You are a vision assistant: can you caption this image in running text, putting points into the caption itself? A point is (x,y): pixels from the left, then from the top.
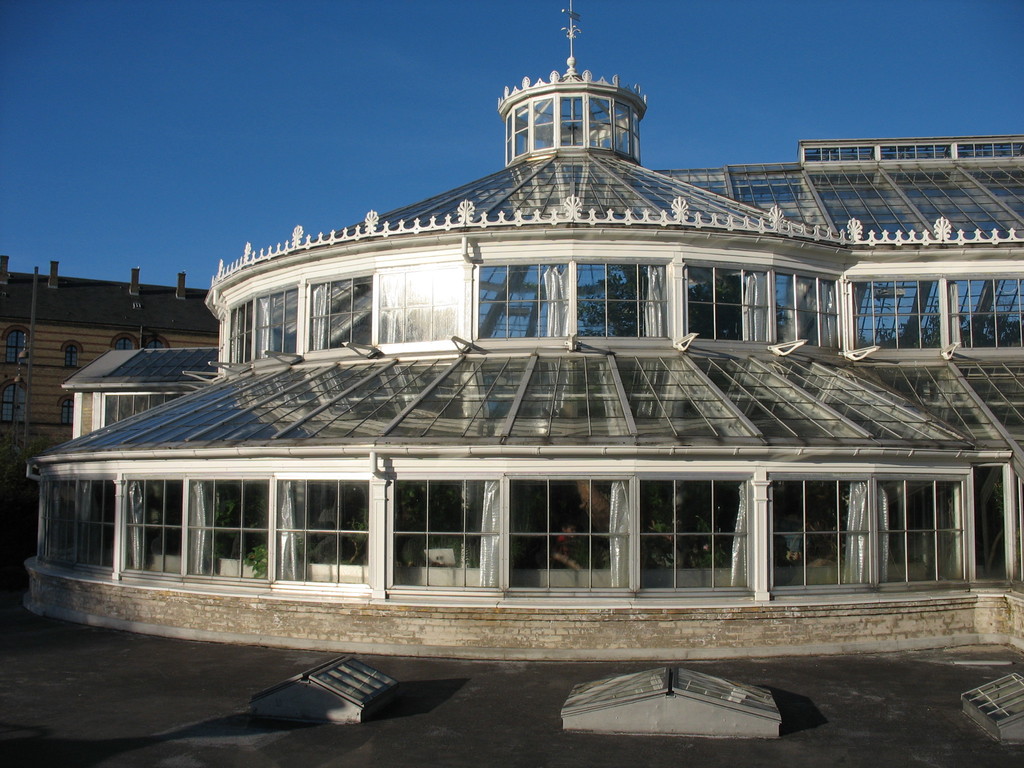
In this picture there is black road (432,697). There is a building (624,457) with the glasses (492,426) and on the left side (117,336) there is another building (79,364) with brown color rooftop (129,308). There are trees (38,451) on the left side (39,440).
